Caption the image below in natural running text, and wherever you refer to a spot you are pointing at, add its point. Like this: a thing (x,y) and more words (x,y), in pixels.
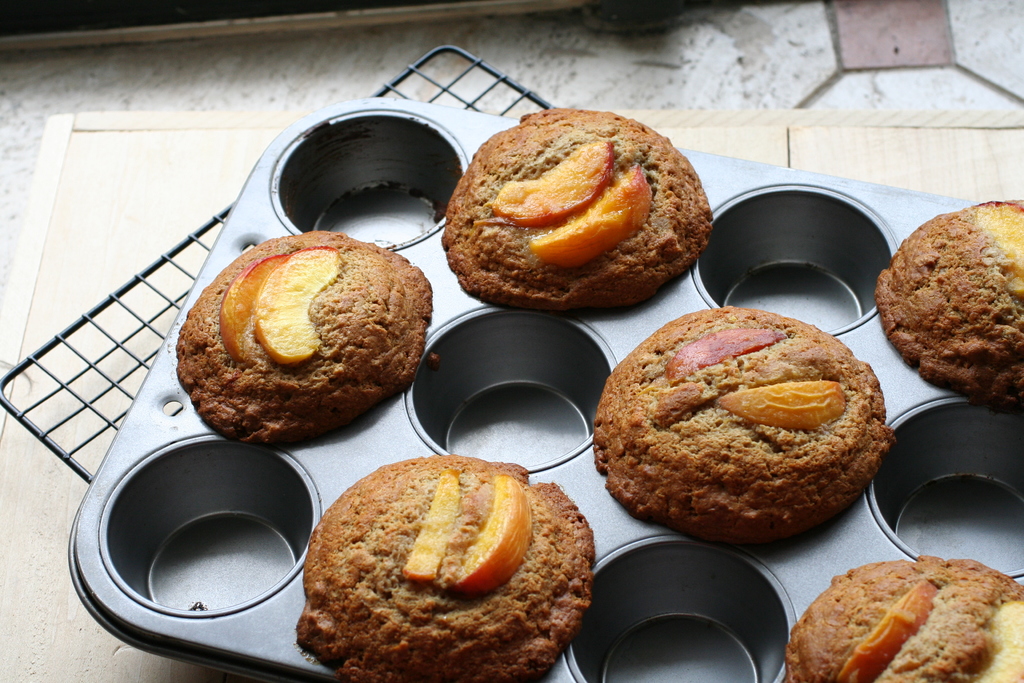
This image is taken indoors. At the top of the image (413,74) there is a floor (178,82). At the bottom of the image (96,625) there is a table (138,139). There is a muffin mold (517,420) with muffins (391,582) in it.
